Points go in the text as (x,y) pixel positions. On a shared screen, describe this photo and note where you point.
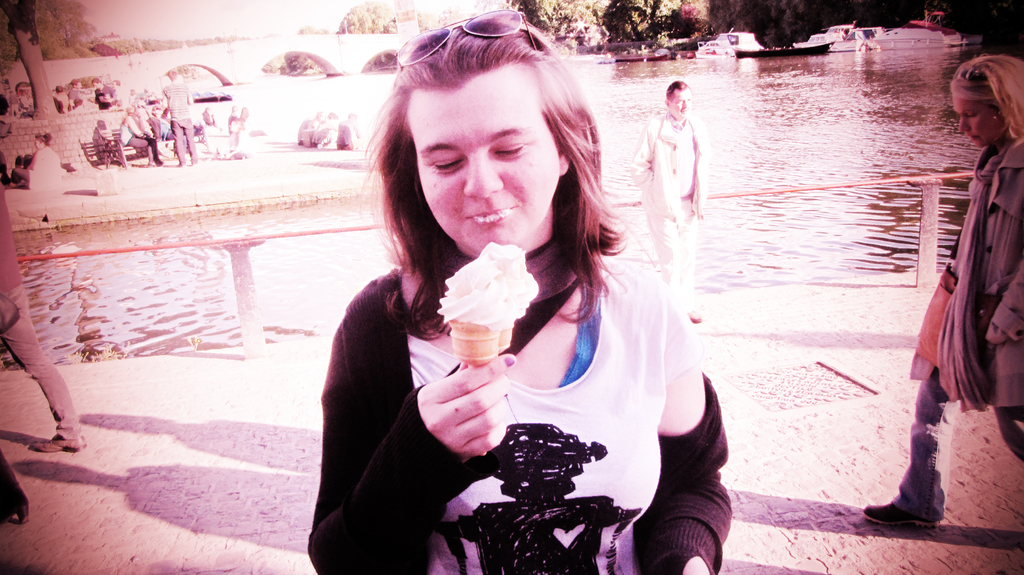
In front of the picture, we see a woman (599,440) in white T-shirt (586,478) and black jacket (479,458) is holding a cone ice cream (466,343) in her hands (498,374). She is eating it. Behind her, we see a man (668,170) in the white shirt (662,212) is standing. On the right side (961,365), we see a woman (937,373) walking. Behind them, we see water (176,289) and on the left side (235,138), we see people (103,104) sitting on the chairs (125,148) and under the trees (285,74). There are boats (814,47) sailing in the water (695,61). There are trees (584,20) in the background (670,27).
